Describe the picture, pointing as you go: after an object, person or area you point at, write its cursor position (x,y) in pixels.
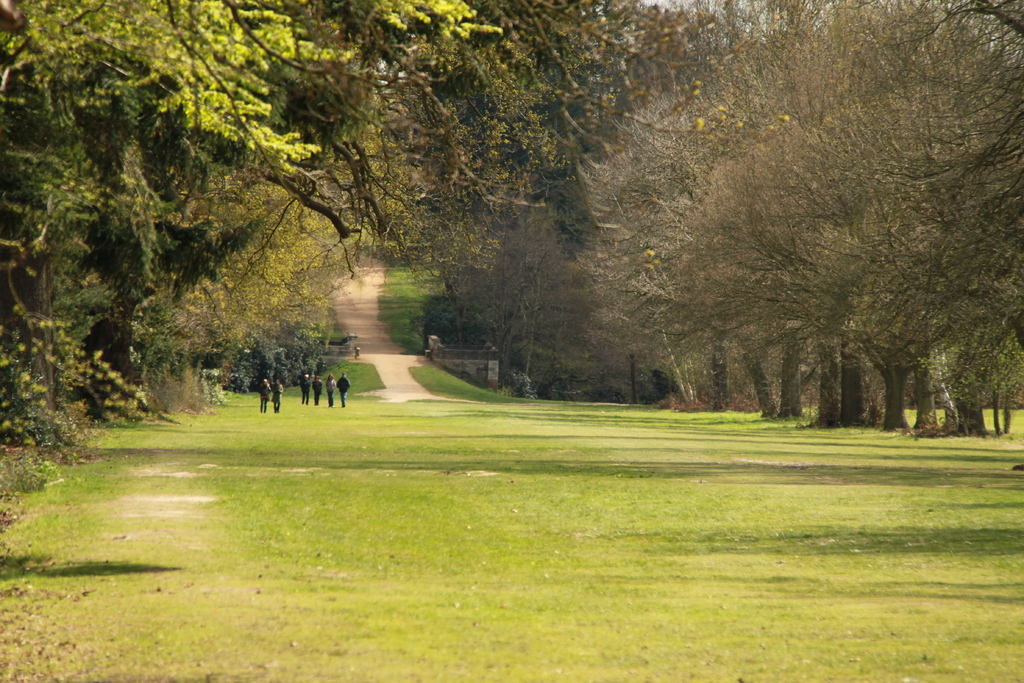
Here in this picture we can see the ground (360,423) is fully covered with grass (378,479) and we can also see plants (60,443) and trees (654,187) covered all over there and in the far we can see number of people (304,398) standing and walking on the ground (233,451).
